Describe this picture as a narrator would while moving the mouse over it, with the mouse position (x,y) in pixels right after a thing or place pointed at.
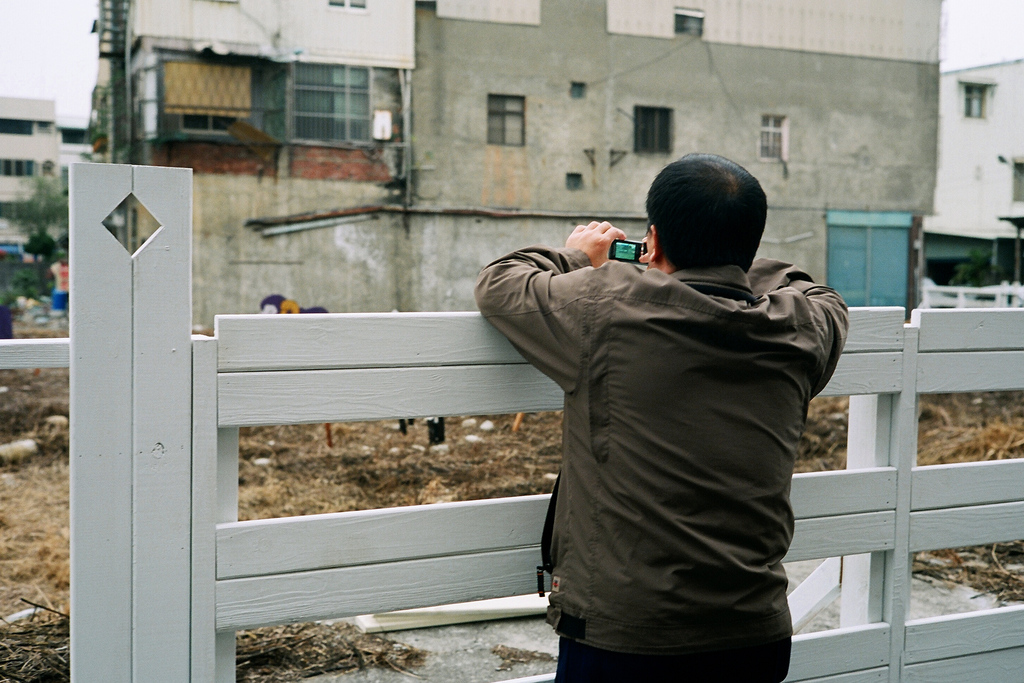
In the center of the image (556,284) there is a person (710,210) holding a phone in his hand (616,237). There is a wooden fencing (409,323). In the background of the image (478,232) there are buildings (442,60). At the bottom of the image (245,513) there is dry grass (58,562).
